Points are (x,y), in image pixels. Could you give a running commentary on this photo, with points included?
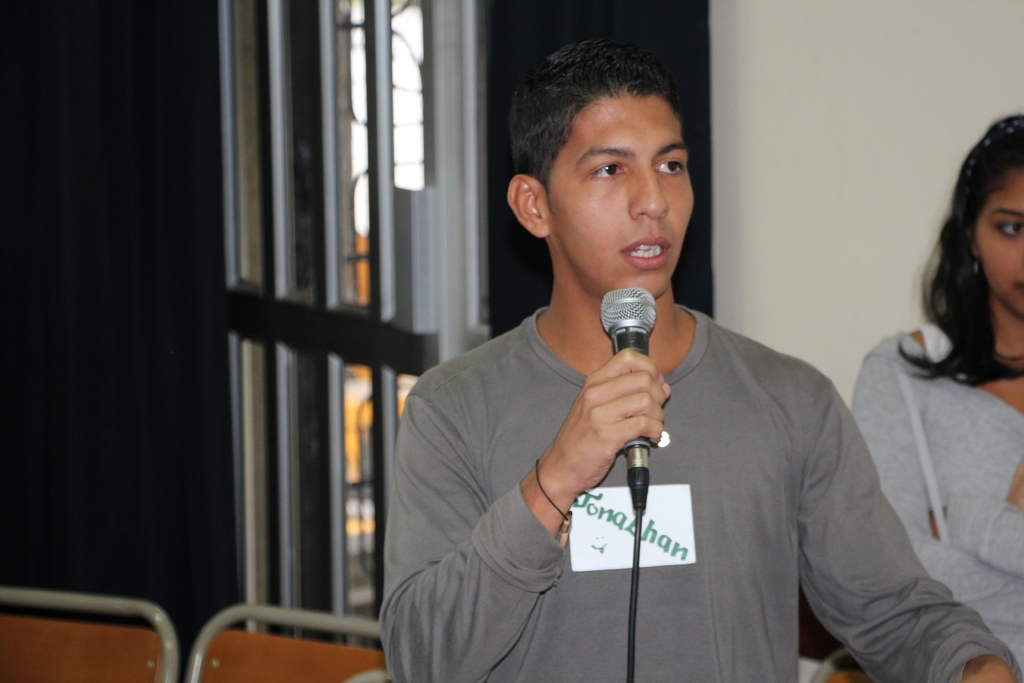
In the image there is a boy (506,451) holding a mic (640,462) in his hand (566,495). On his t-shirt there is a white thing (670,528) with name (677,546) on it. On the right side of the image (937,396) there is a lady (929,368). Behind them there is a wall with a window (332,273) and rods (387,125). And in the bottom left corner of the image (144,653) there are chairs (5,622).
